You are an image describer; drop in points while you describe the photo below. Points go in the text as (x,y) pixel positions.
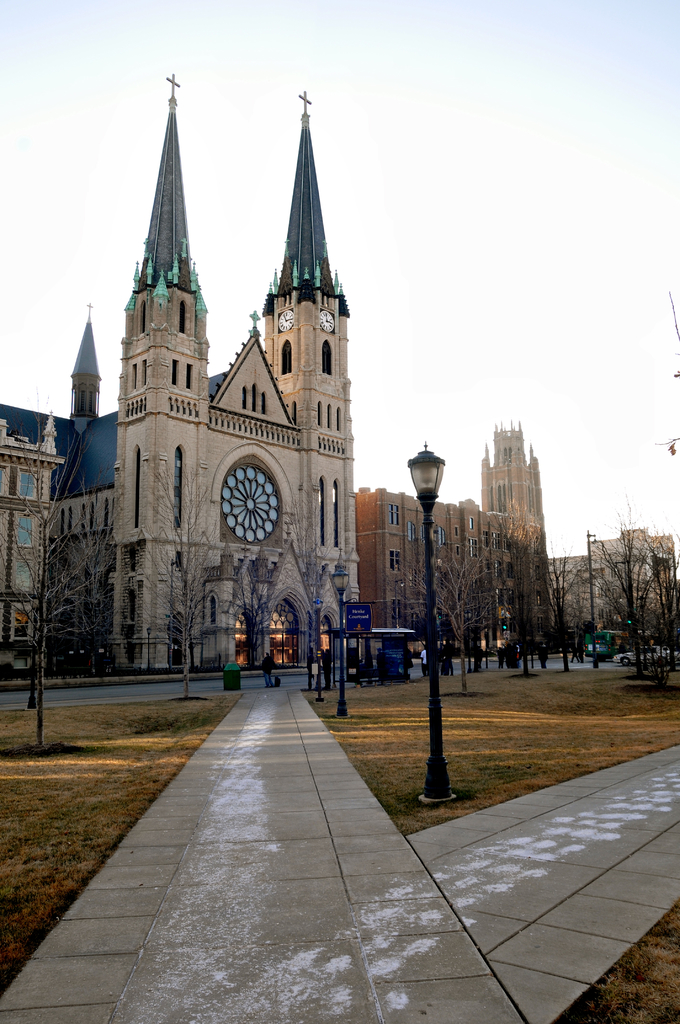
In the center of the image (341,574) we can see the sky (371,437), buildings (474,559), trees (84,545), poles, vehicles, few people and a few other objects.
